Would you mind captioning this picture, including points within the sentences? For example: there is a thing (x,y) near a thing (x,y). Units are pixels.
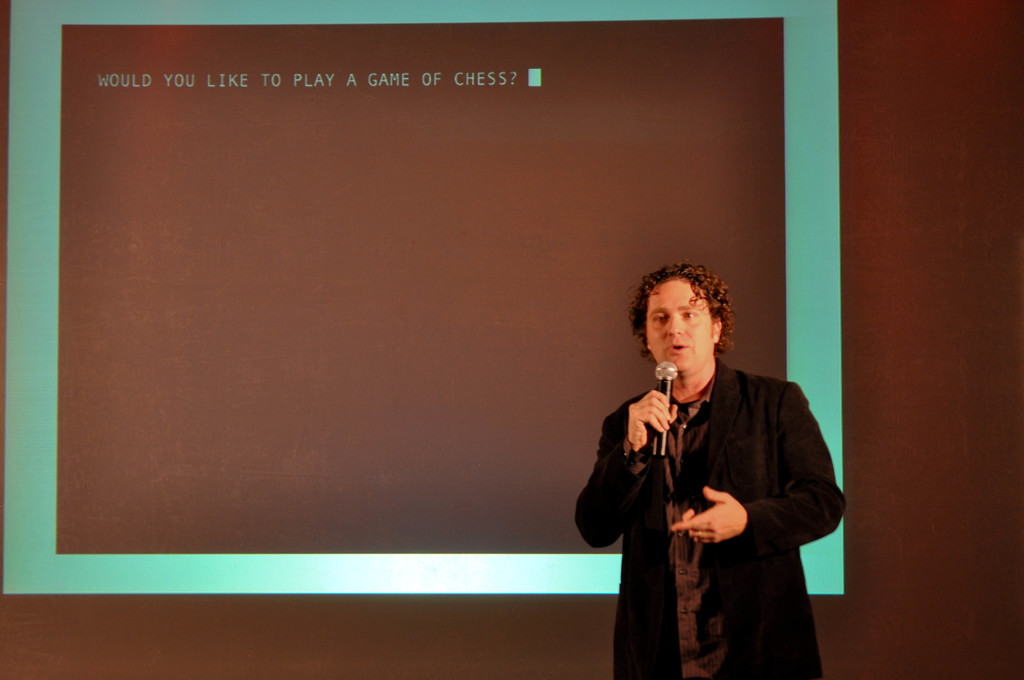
In this image we can see a man (684,591). He is wearing black color coat (748,477) and holding a mic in his hand (669,423). Behind him, we can see a big screen (132,175) with some text (474,75).
